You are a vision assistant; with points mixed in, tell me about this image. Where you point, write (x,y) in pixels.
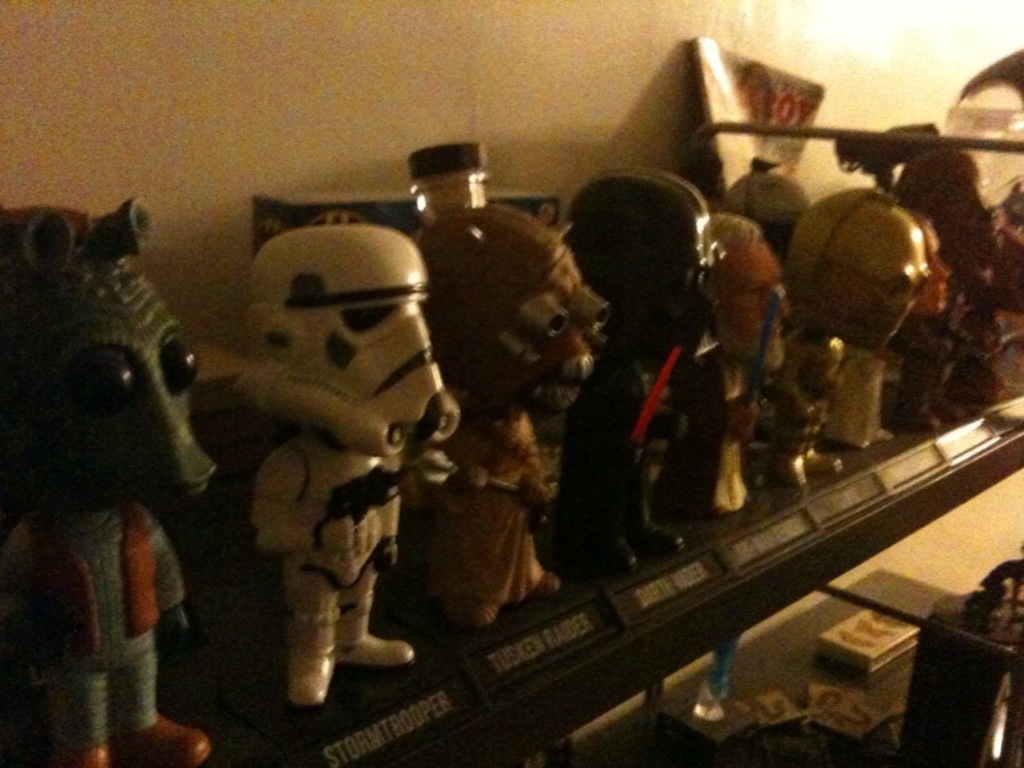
In this image we can see a group of toys (529,355) placed in a shelf (600,660) with the name boards (517,669). We can also see a magazine (740,99), stick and a wall (571,123). On the right bottom (922,737) we can see a book (885,656) and some objects (924,660) which are placed on the surface (877,690).
